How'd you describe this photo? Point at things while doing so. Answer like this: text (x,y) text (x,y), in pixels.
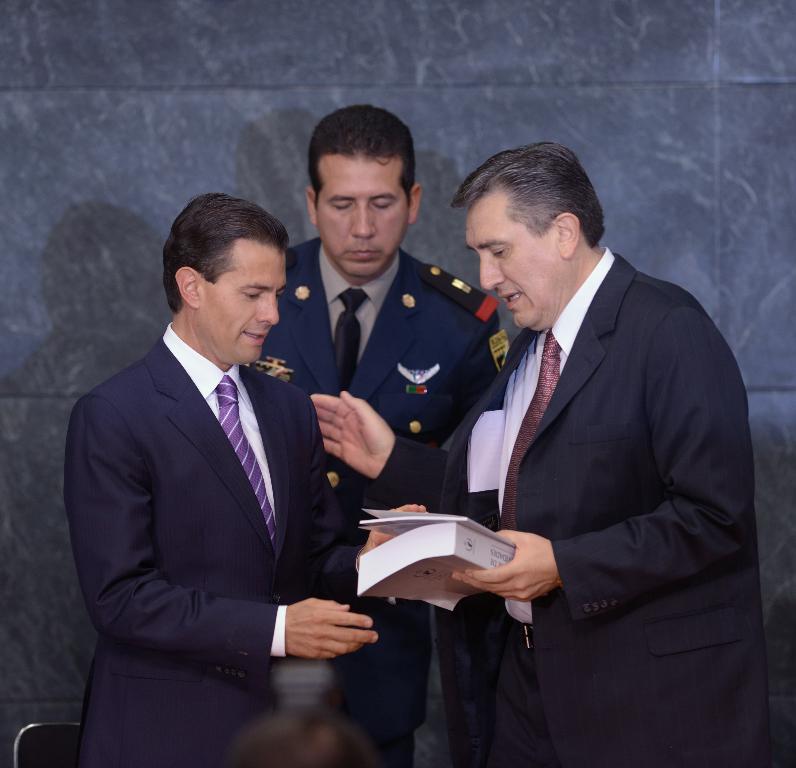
Here in this picture we can see three persons (425,380) standing over a place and all of them are wearing suits (442,482) on them and the person (553,548) on the right side (550,529) is carrying books (452,538) in his hands (504,581) and speaking something to the person (253,401) beside him over there.
